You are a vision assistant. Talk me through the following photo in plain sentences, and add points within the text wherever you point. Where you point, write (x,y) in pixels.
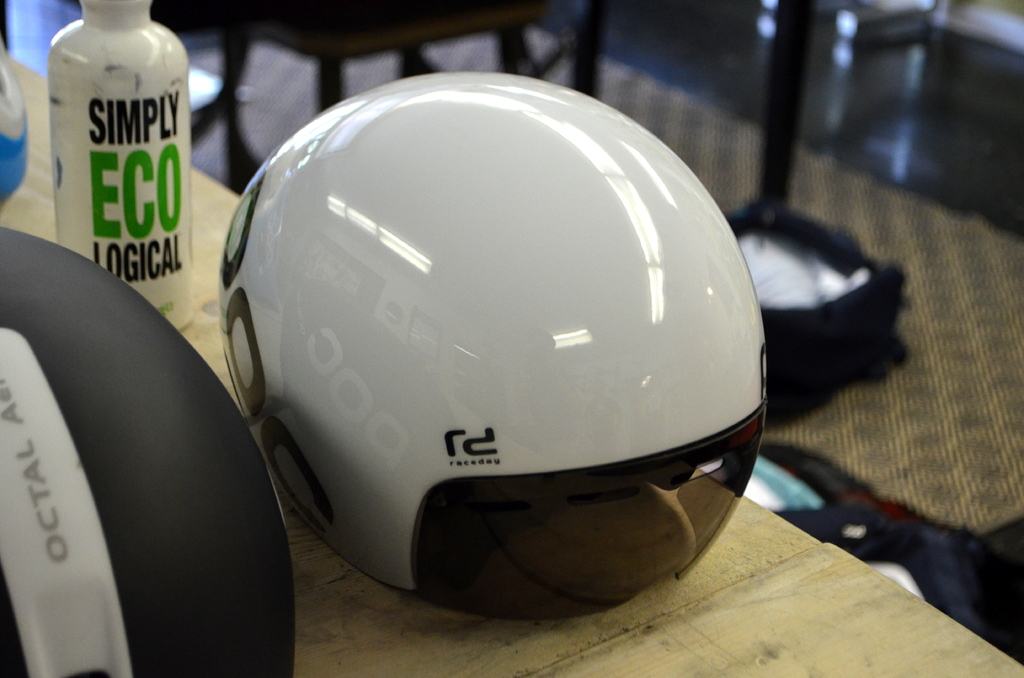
In this image we can see a helmet (303,312) and a bottle (187,215) placed on the table (928,617).
